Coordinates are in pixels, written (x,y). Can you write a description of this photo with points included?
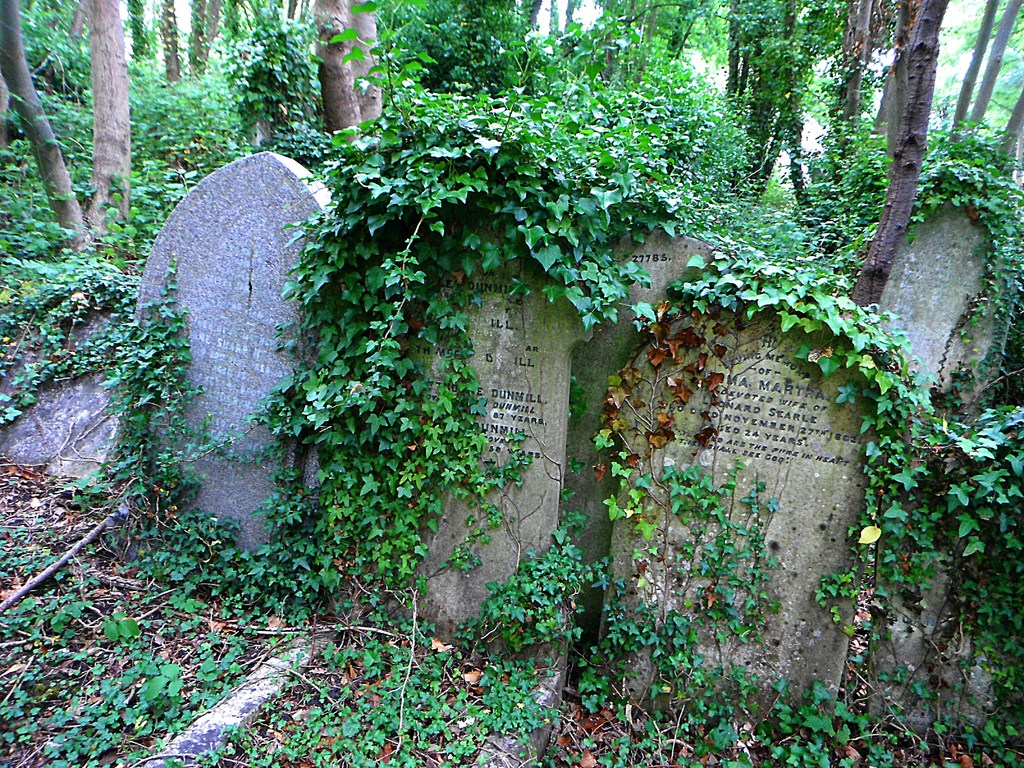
In this image I can see few cemeteries (723,467), background (730,153) I can see plants (567,182) and trees (105,69) in green color.
